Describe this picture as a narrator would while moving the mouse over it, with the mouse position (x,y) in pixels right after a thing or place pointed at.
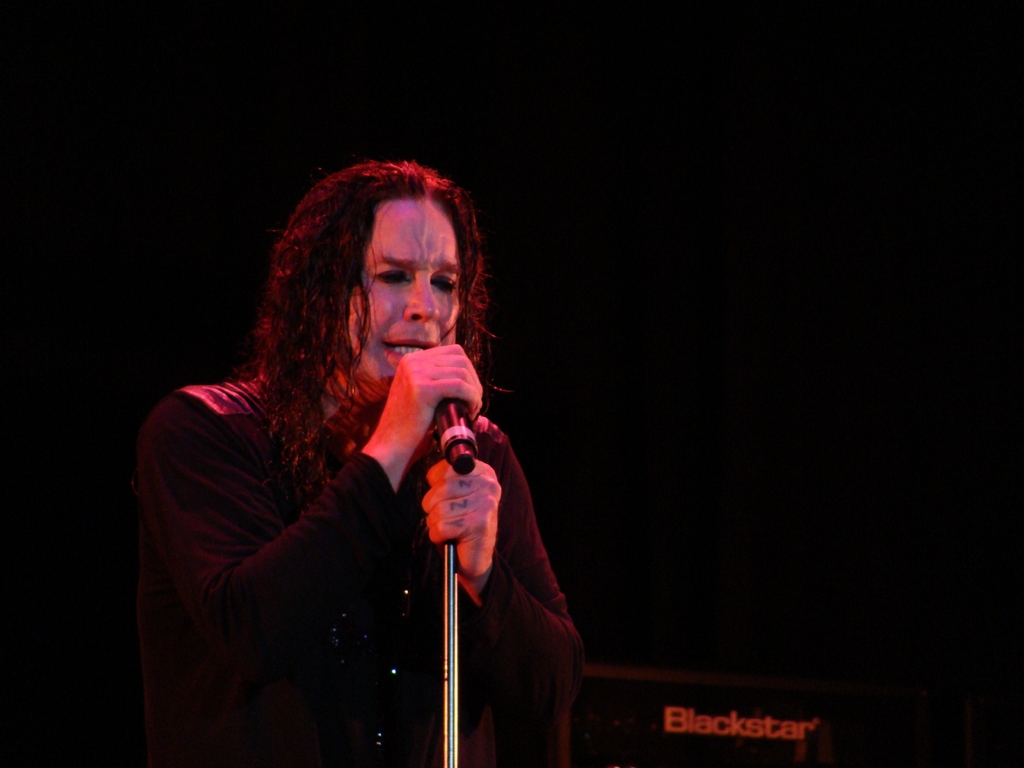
In this image there is a person (208,423) with black dress (266,595) is holding microphone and singing. At the right (869,700) there is a speaker (717,715).
